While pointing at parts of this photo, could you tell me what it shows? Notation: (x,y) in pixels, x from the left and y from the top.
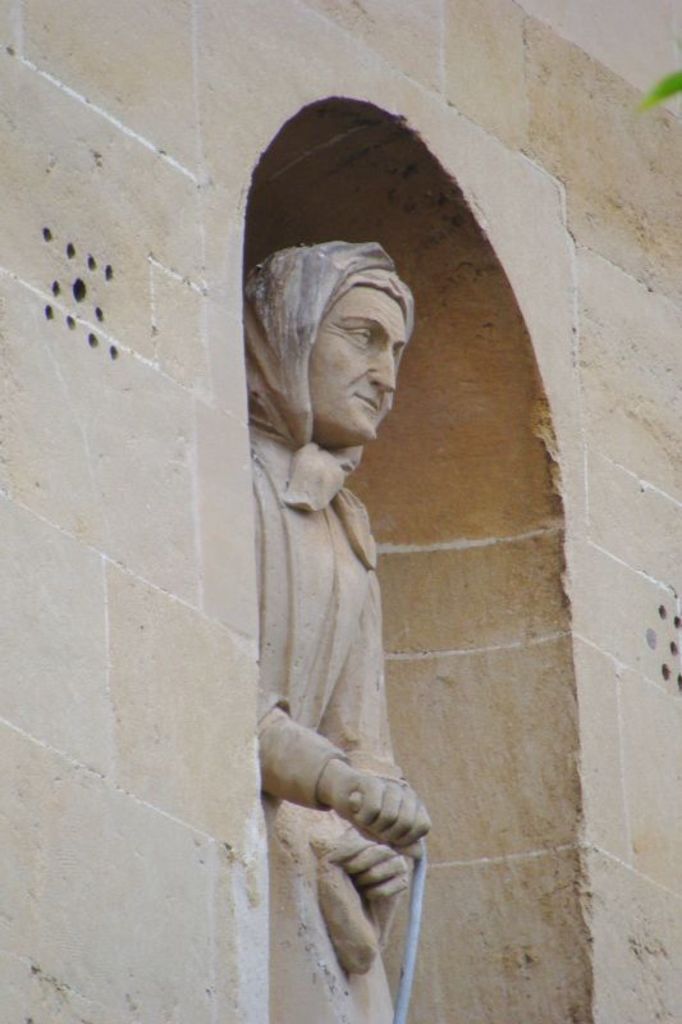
In this picture we can see a wall (136,112), there is a statue (300,669) in the middle (378,349), we can see a leaf (657,91) on the right side (672,90).
